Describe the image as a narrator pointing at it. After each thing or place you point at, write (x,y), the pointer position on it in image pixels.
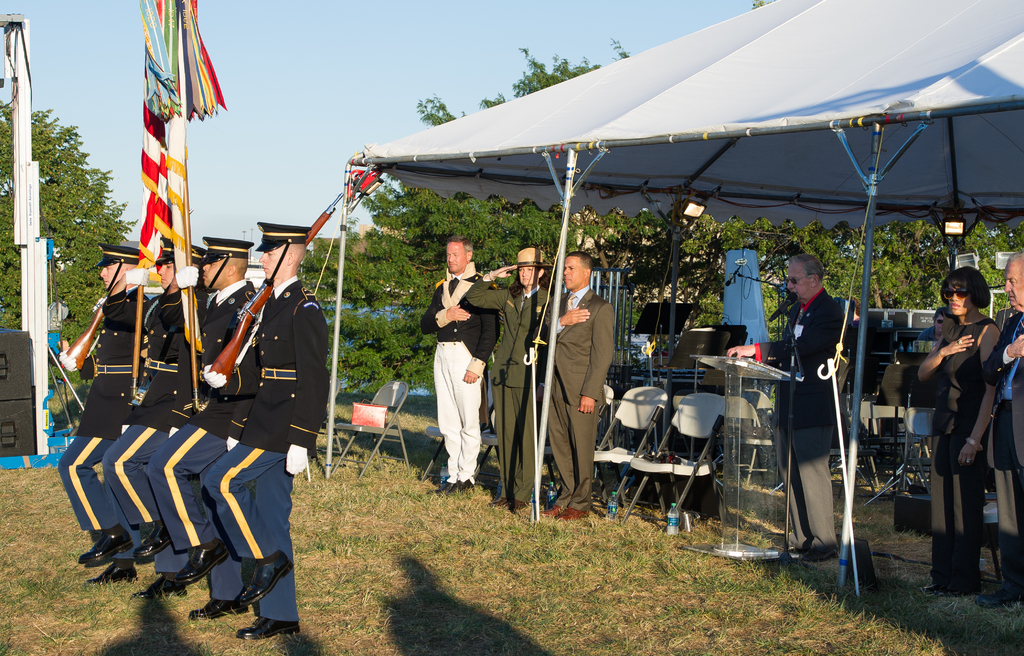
In this image, we can see some persons (510,366) and trees (394,278). There are some persons (314,327) holding guns (84,341) and flags (192,300) with their hands (129,284). There is a person (807,324) on the right side of the image (818,335) standing in front of the podium (766,395). There are some chairs (713,395) in the middle of the image (620,423). There is a tent (933,166) in the top right of the image (933,166). There are objects (41,387) on the left side of the image (15,373). There is a sky (355,30) at the top of the image (343,45).
